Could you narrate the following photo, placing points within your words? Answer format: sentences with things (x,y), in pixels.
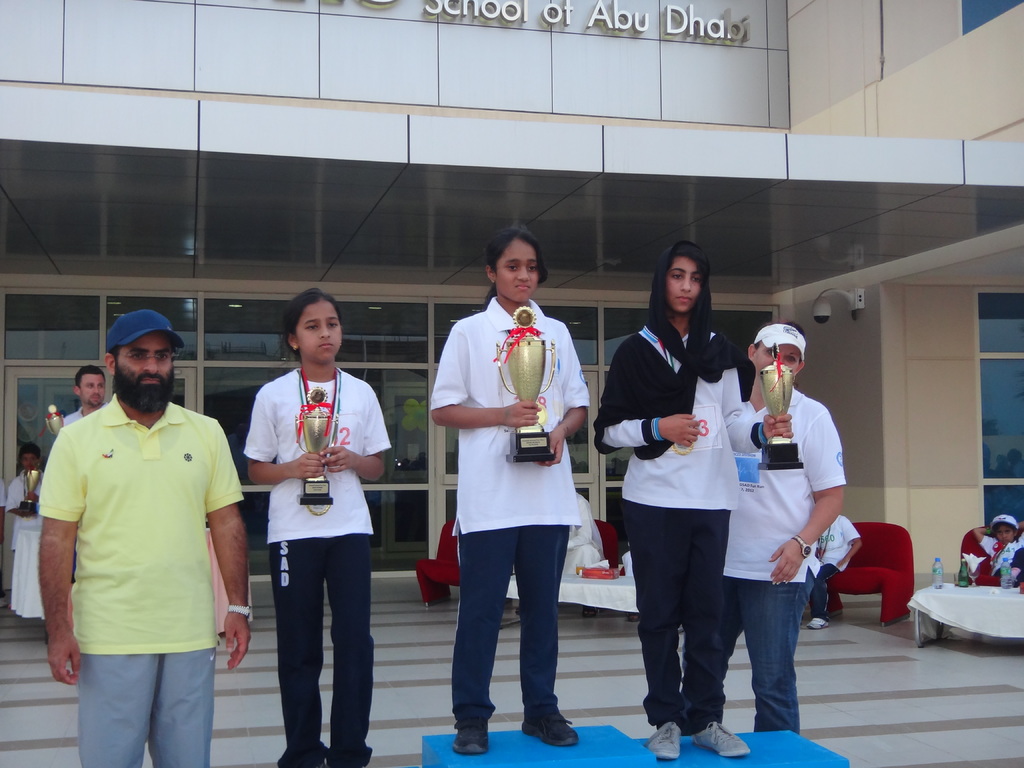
In the image there are three girls (509,513) standing by holding the awards (529,373) and behind them there are some other people (826,419) resting on the right side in front of a building (384,152).
